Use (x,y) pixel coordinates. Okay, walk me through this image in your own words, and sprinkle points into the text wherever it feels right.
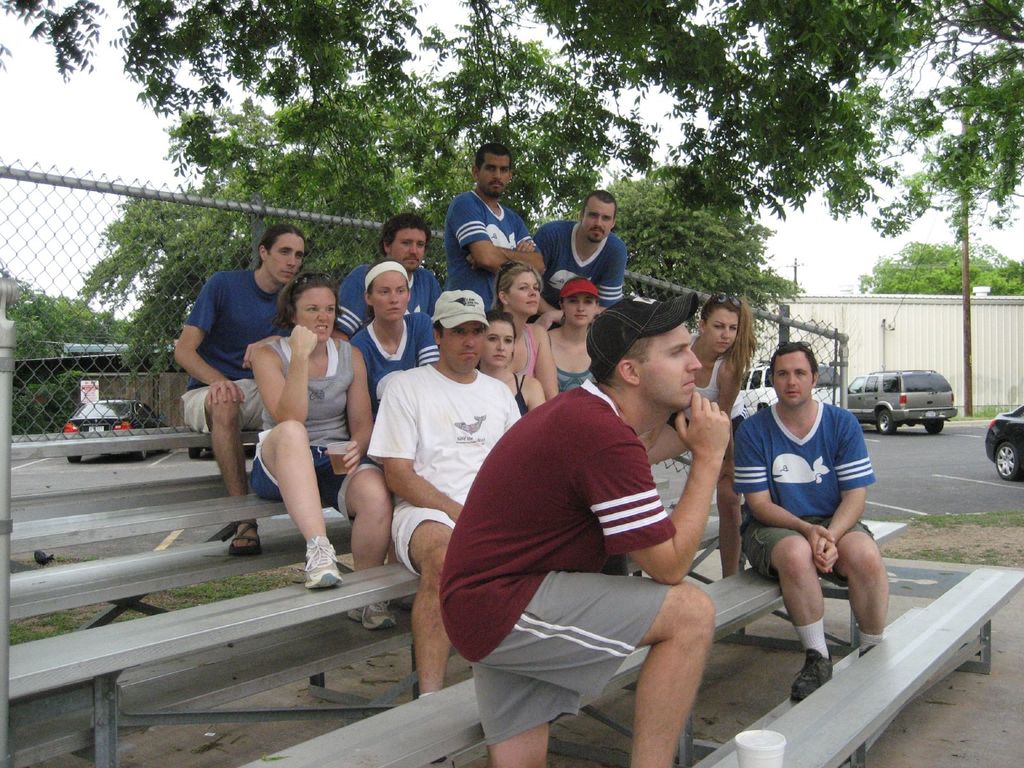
In this image I can see the group of people (427,495) with blue, white, ash and white color dresses (403,441). These people (471,436) are sitting on the ash color benches (370,766). In the background (14,405) I can see the net fence (176,326), many vehicles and trees (701,247). I can see the pole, wall (873,304) and the sky (764,208) in the back (870,324).
